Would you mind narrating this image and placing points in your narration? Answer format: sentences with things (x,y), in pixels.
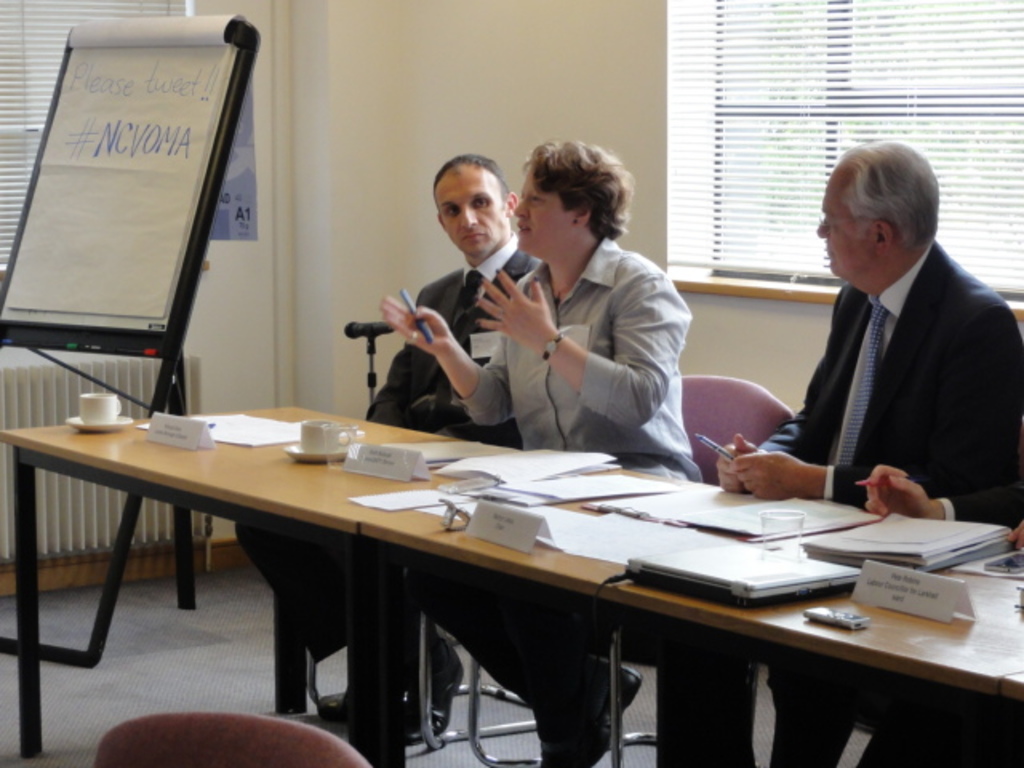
In this picture there are three people (493,328) sitting on chairs (728,401) at the table (332,496). On the table (297,497) there is cup (98,406) and saucer (95,422), name boards (179,432), papers (221,434), glasses (781,520) and laptop (724,547). To the left corner of the image (105,262) there is a board (104,199) and text (128,79) on it. Beside to it there is a microphone (366,335) and its stand (374,375). In the background (356,224) there is wall (396,106), window (687,143) and window blinds (41,53).
